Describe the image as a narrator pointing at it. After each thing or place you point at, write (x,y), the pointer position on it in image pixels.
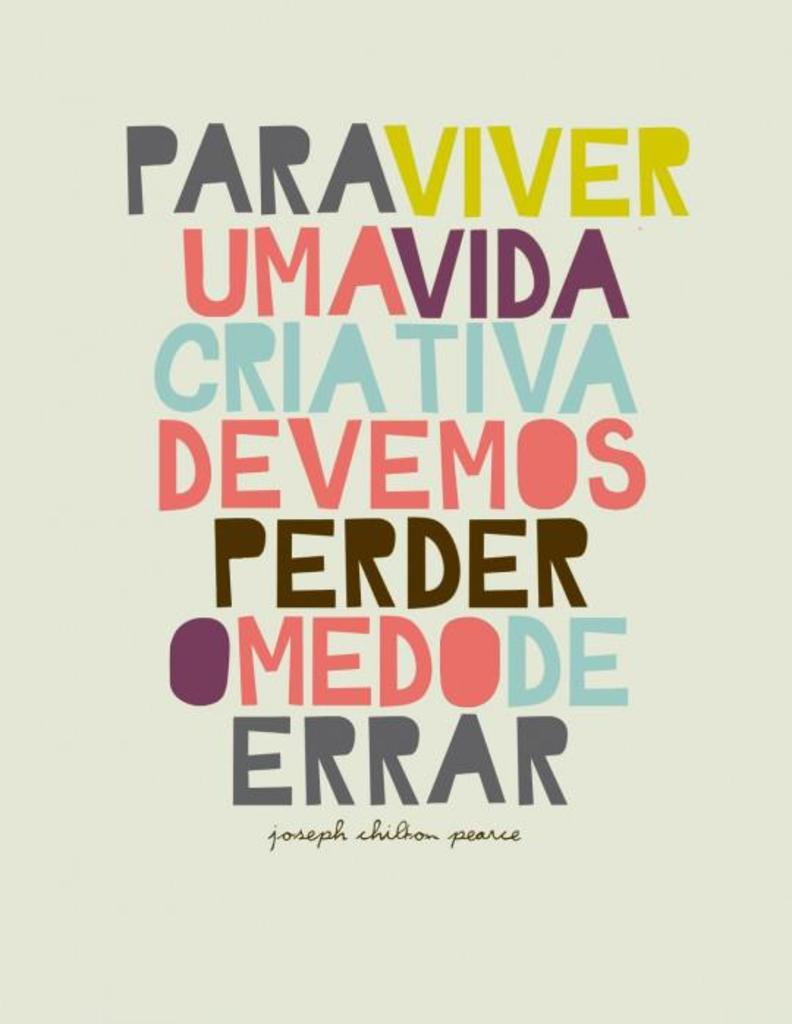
In this image we can see a poster (402,669). There is some text (421,684) printed on the poster (427,783).
